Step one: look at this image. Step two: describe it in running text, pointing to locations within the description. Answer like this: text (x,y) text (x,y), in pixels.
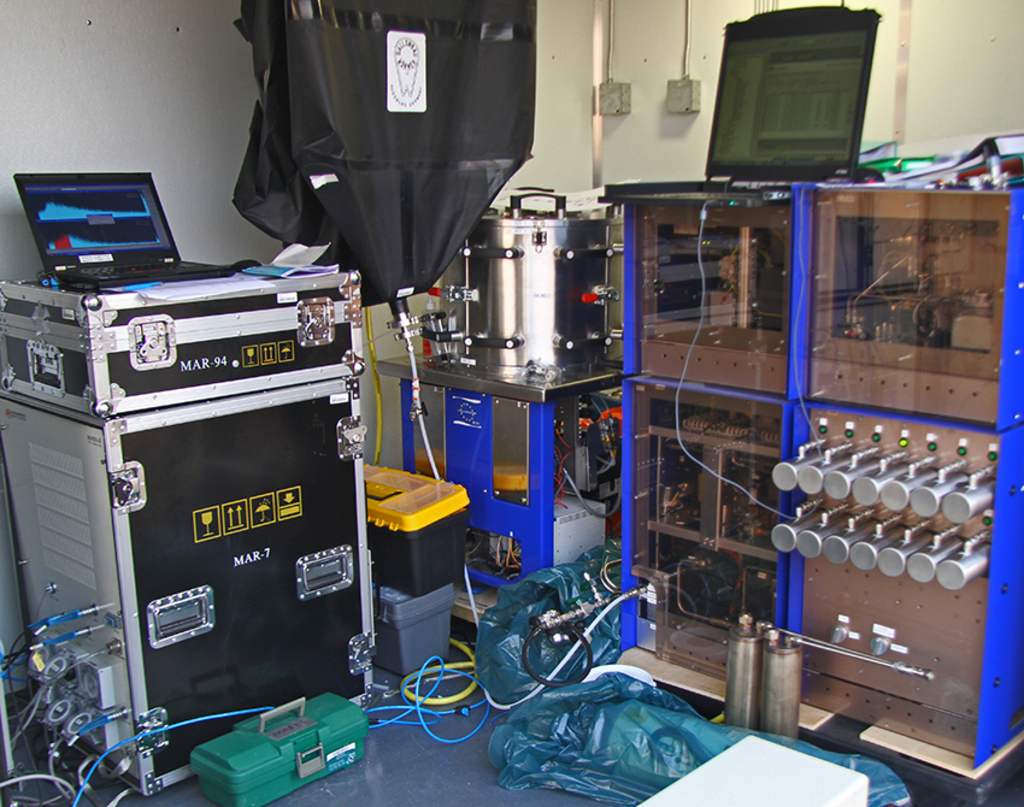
This is an inside picture of the room (626,552), we can see some electronic instruments (696,425), like, cupboard (712,431) with some objects (706,435) on it and a laptop (39,233), there are some boxes (78,336), cables (735,482), machine (609,240) and some other objects (647,738) on the floor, also we can see the wall (633,15).
